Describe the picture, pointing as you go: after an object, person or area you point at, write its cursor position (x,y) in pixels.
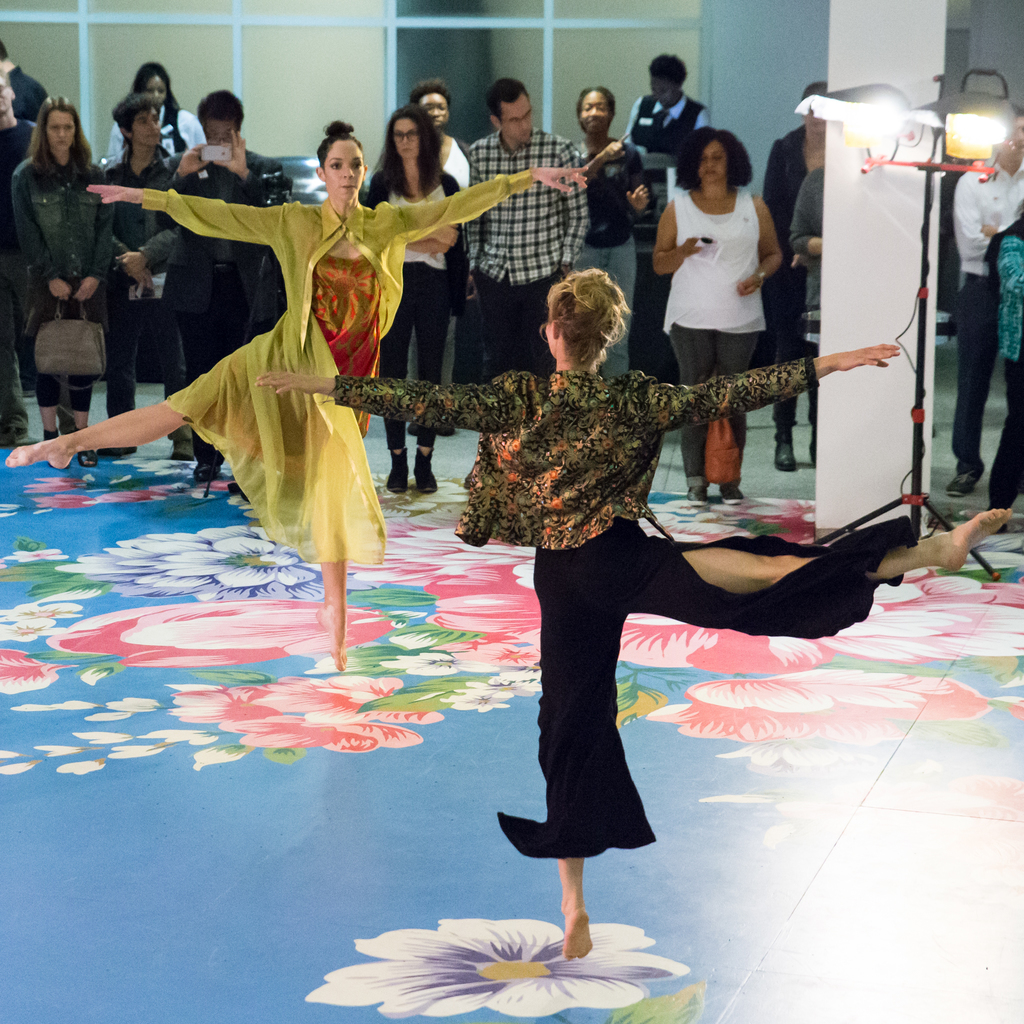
In this picture i can see two women (387,297) are dancing on the floor (513,658). In the background (513,125) i can see people (465,154) are standing. On the right side (916,281) i can see a pillar (888,307) and lights (919,407). I can also see framed glass wall (396,52) in the background (396,52).
